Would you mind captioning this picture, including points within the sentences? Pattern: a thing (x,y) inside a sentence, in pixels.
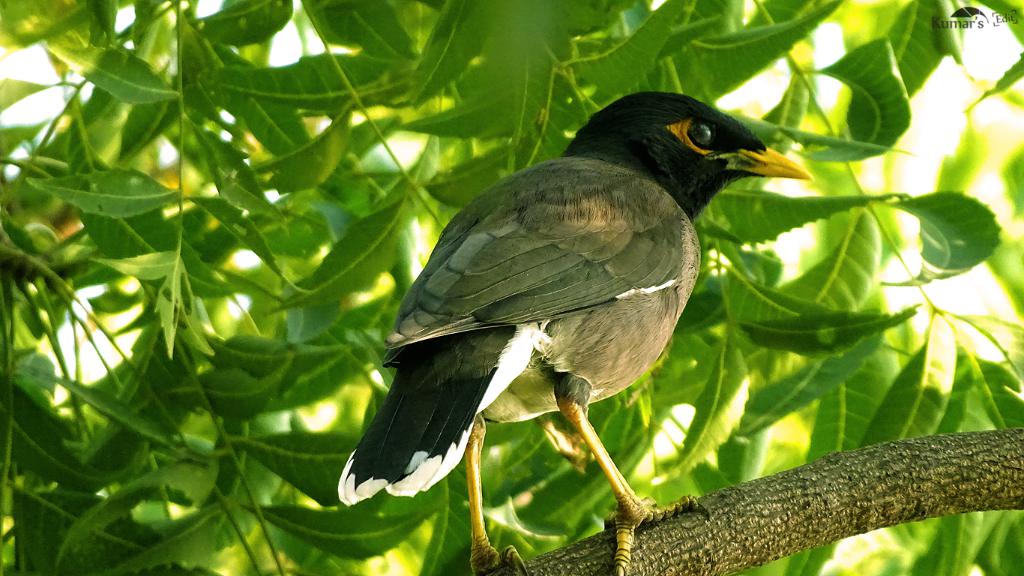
In this picture we can see a bird (572,360) on a tree branch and in the background (776,387) we can see leaves (891,147), in the top right (995,28) we can see some text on it.
